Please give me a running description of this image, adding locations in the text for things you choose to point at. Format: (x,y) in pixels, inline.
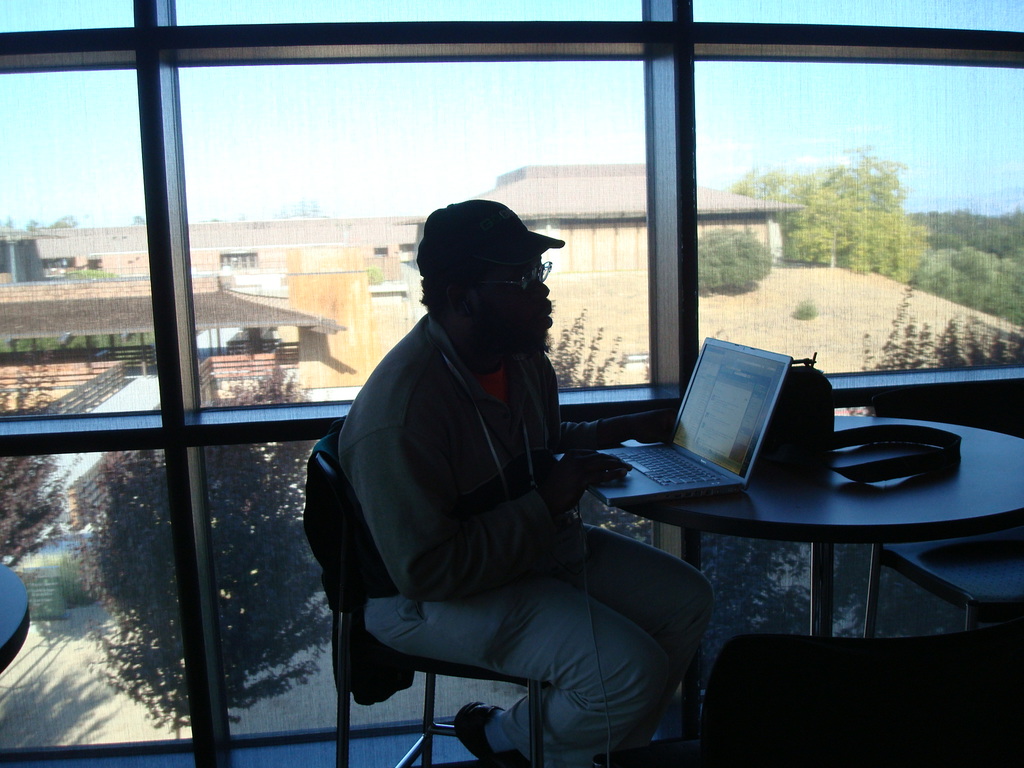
Person (492,578) sitting on the chair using laptop (679,462), here there is table (882,506) and the chair (906,650), this is glass (833,231) and here in the background (964,259) tree (968,254), this is building (583,208).
